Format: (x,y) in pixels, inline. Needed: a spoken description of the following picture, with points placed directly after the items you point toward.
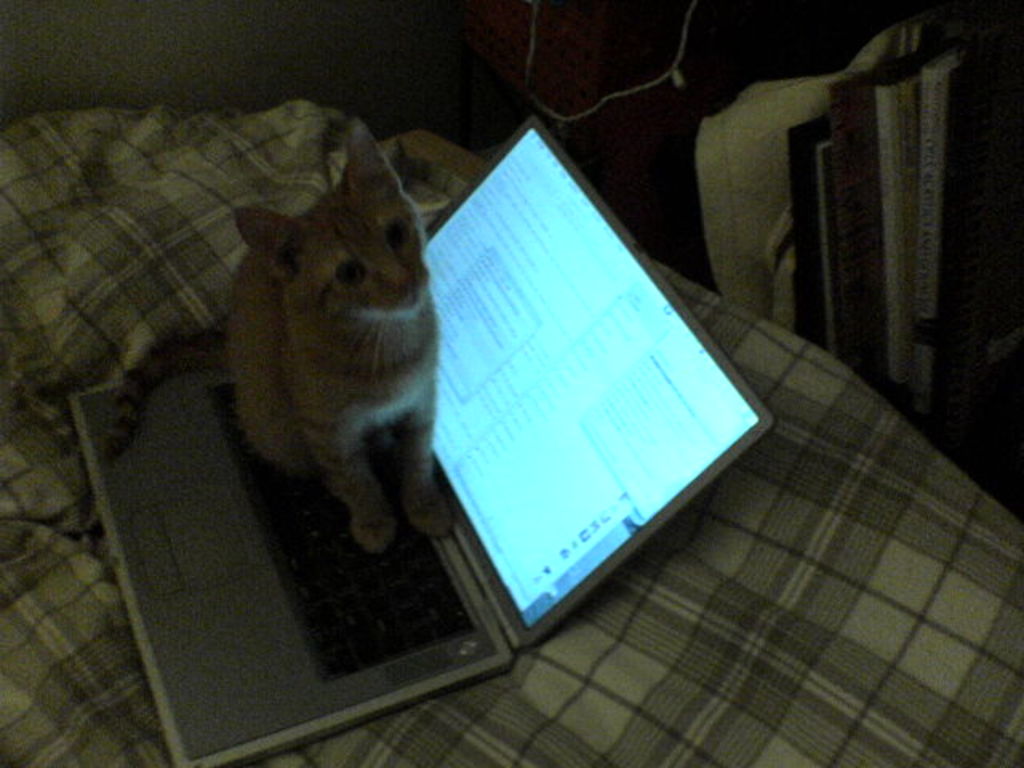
In the image there is a cat (306,441) sitting on laptop (529,356) which is on bed (770,440) and on the right side (865,225) there are some books (820,159) and files (852,183).
